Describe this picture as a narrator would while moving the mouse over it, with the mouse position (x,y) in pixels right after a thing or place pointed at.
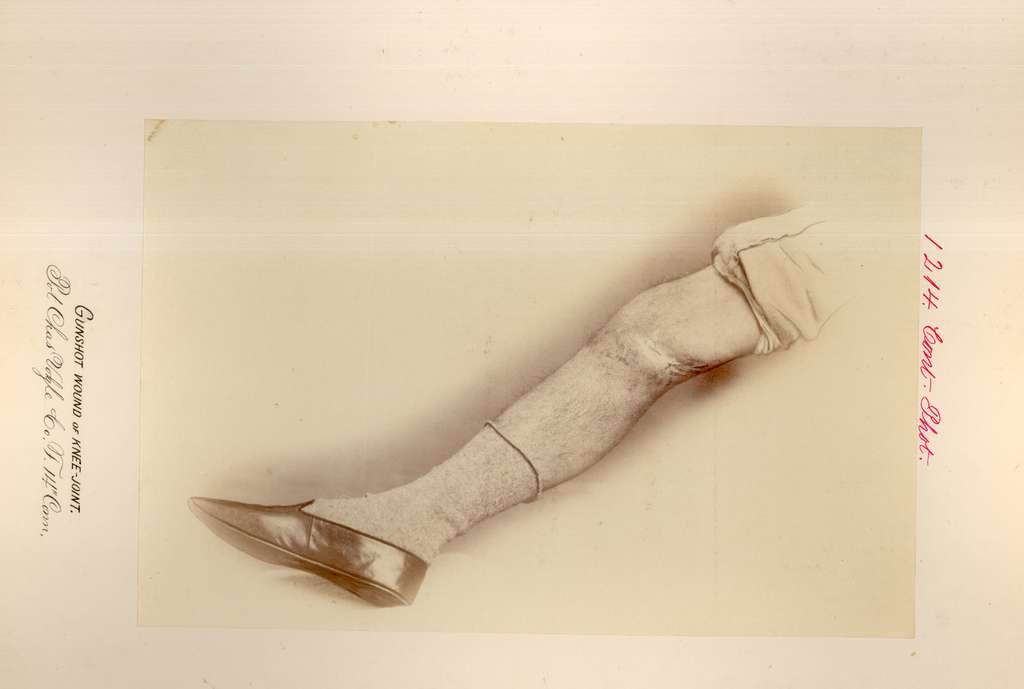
In this picture we can observe a drawing (556,456) of a human leg (462,511) wearing the shoe (319,523). On the paper (209,389) we can observe black and pink color words (925,382). The background (164,78) is in cream color.
